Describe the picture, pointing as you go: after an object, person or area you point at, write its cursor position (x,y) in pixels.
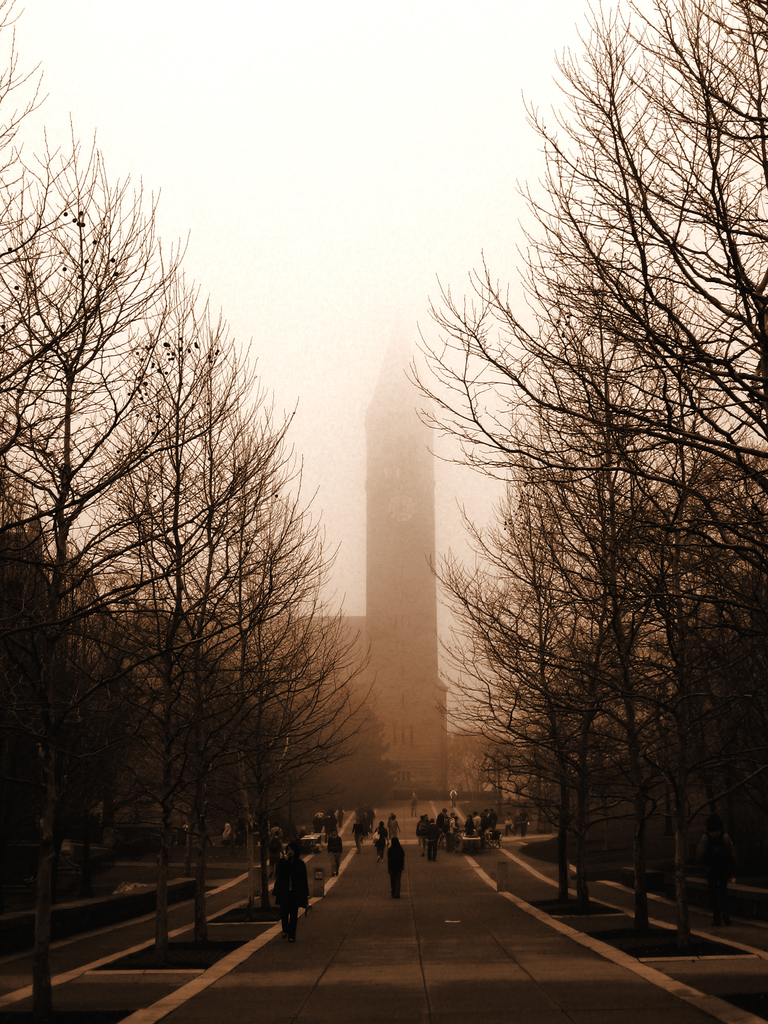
In this picture we can see trees (231,711) and a group of people (478,826) on the road (397,910) and some objects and in the background (412,676) we can see a building (421,514) and the sky (298,223).
